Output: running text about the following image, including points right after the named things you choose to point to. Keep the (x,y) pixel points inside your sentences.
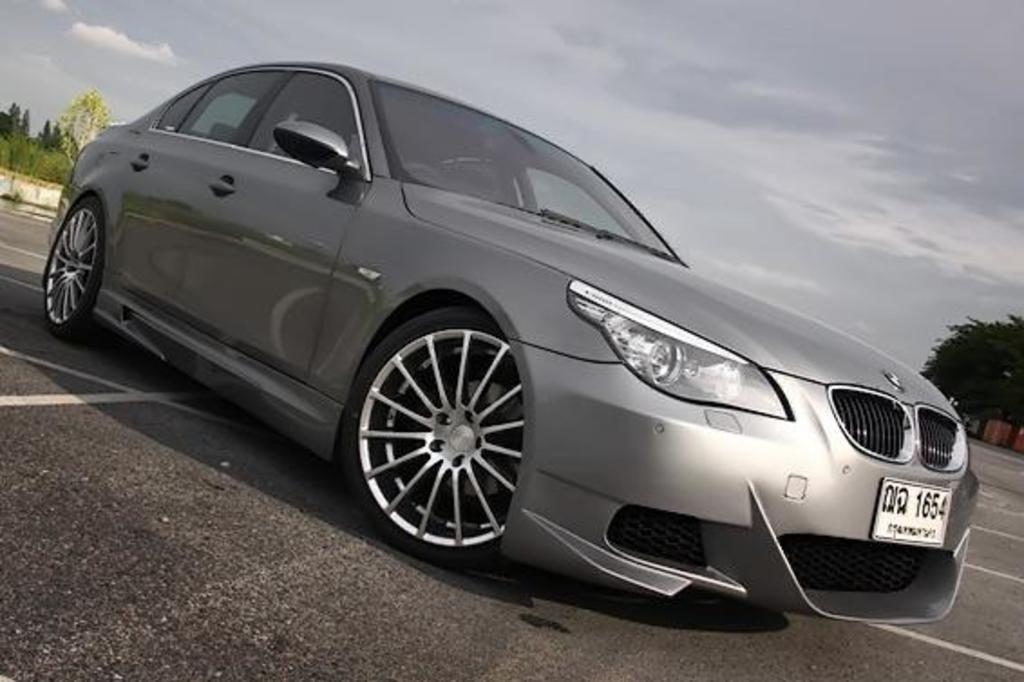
In this picture there is a silver car (850,430) parked on the road (549,577). Behind we can see some trees (75,129).
